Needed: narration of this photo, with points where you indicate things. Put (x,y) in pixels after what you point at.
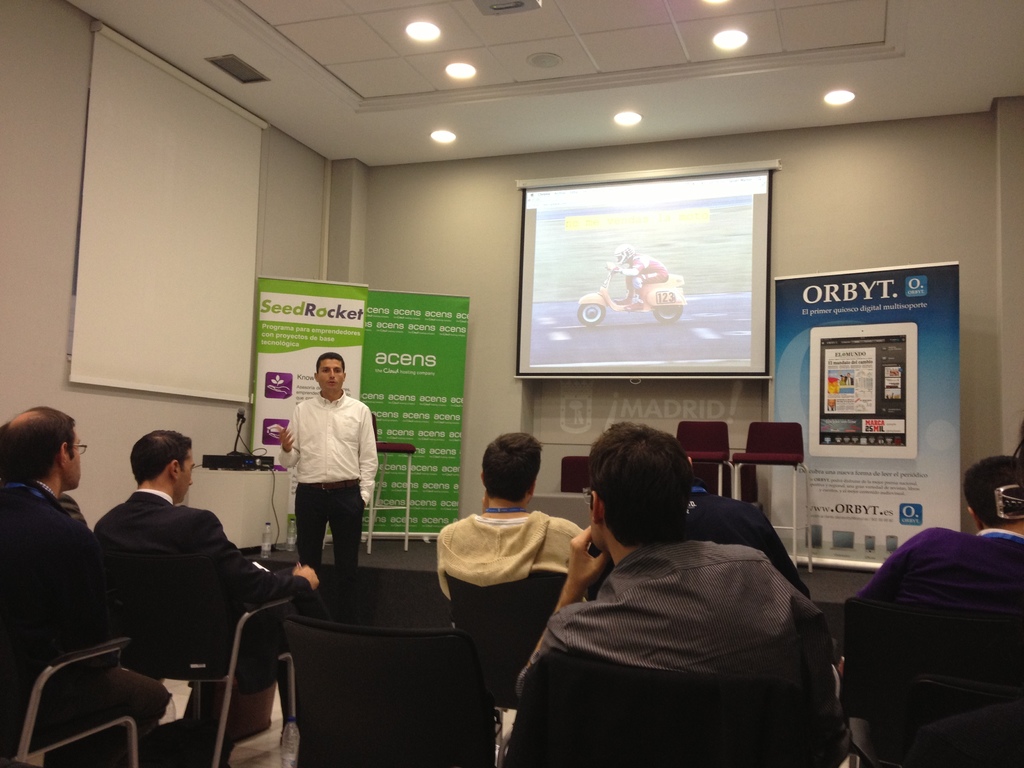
This picture describes about group of people (336,522) few are seated on the chair (337,648) and one person (297,453) is standing in front of them, and also we can see a projector screen (532,324) and hoardings (445,409) in front of them.
